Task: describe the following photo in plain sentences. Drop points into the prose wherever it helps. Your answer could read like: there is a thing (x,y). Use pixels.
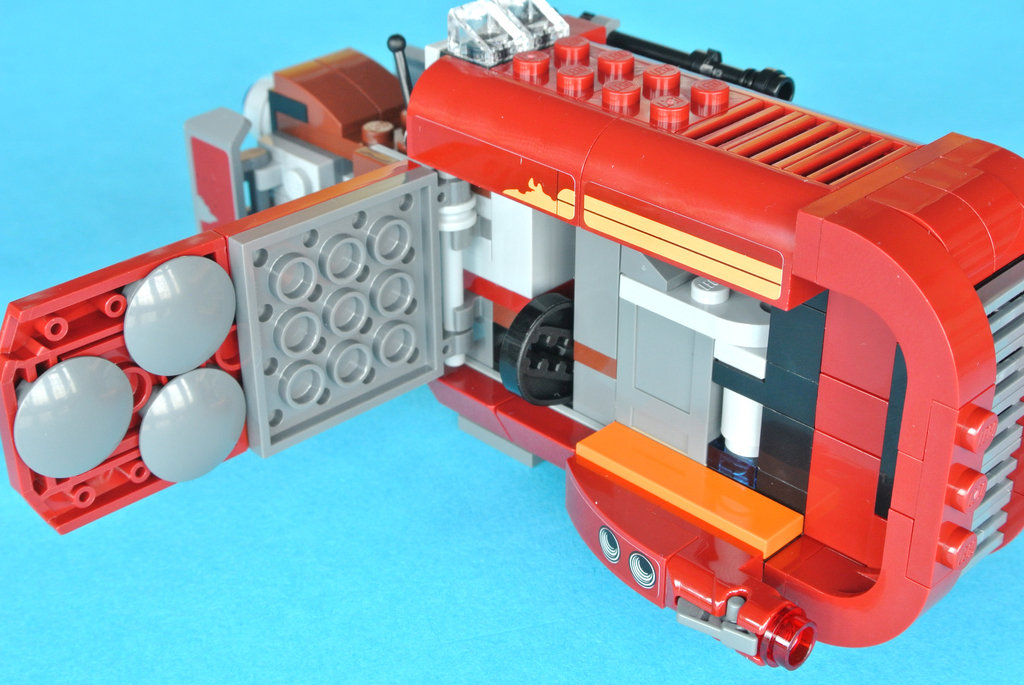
In this image I can see a red and grey colour thing (527,447) in the front (513,197). I can also see blue colour in the background (905,88).
